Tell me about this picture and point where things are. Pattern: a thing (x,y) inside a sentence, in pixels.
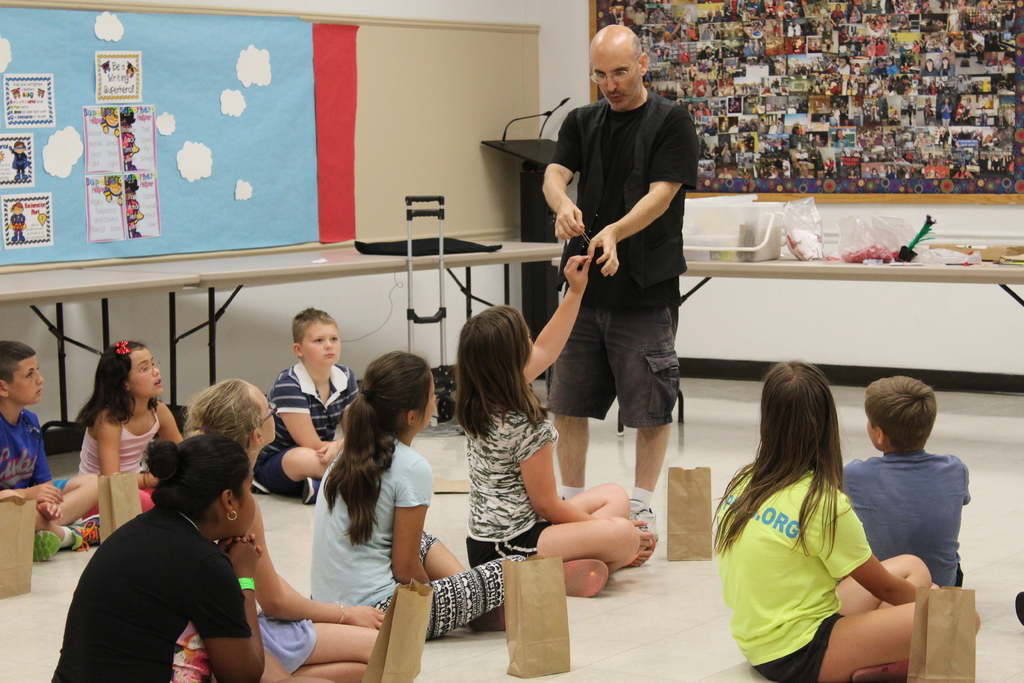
in the picture we can see a room (471,251) in which many children (416,395) sitting down and a person (637,299) is explaining to them, on the wall (957,239) there are many pictures (763,106) and many frames (822,124), beside the wall (833,218) we can see a table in which there are many items (734,248) on the table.
